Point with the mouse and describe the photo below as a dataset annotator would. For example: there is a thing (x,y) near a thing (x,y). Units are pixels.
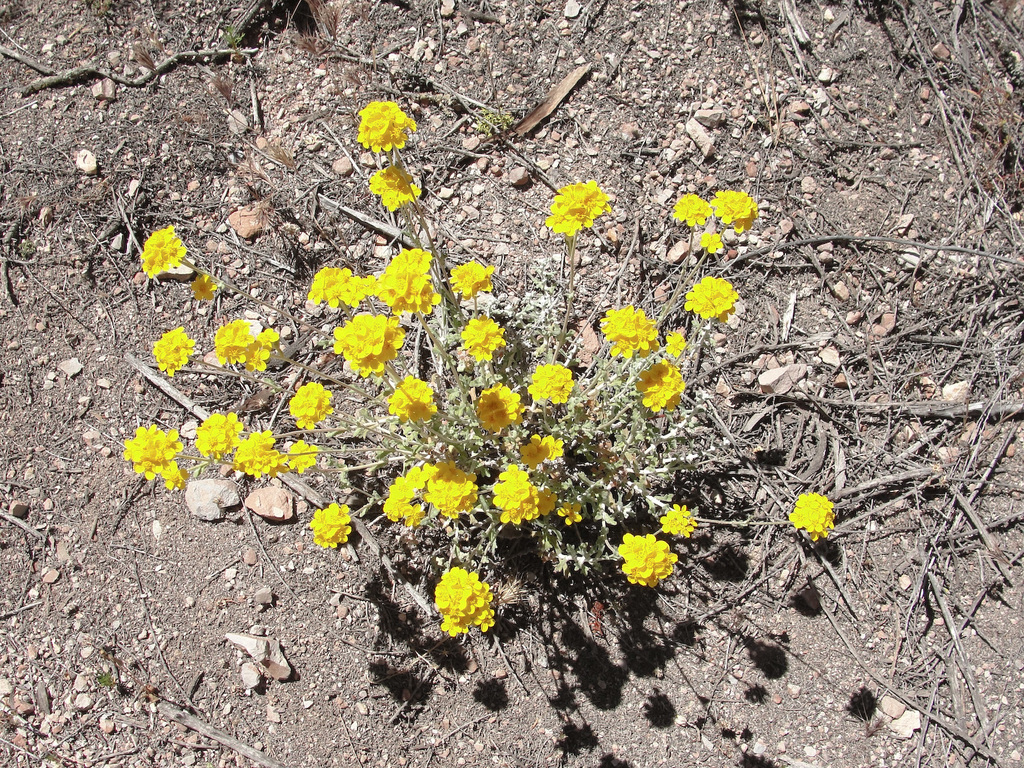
In this image we can see yellow flower plant (599,397), branches (898,409) and rocks (221,489).
